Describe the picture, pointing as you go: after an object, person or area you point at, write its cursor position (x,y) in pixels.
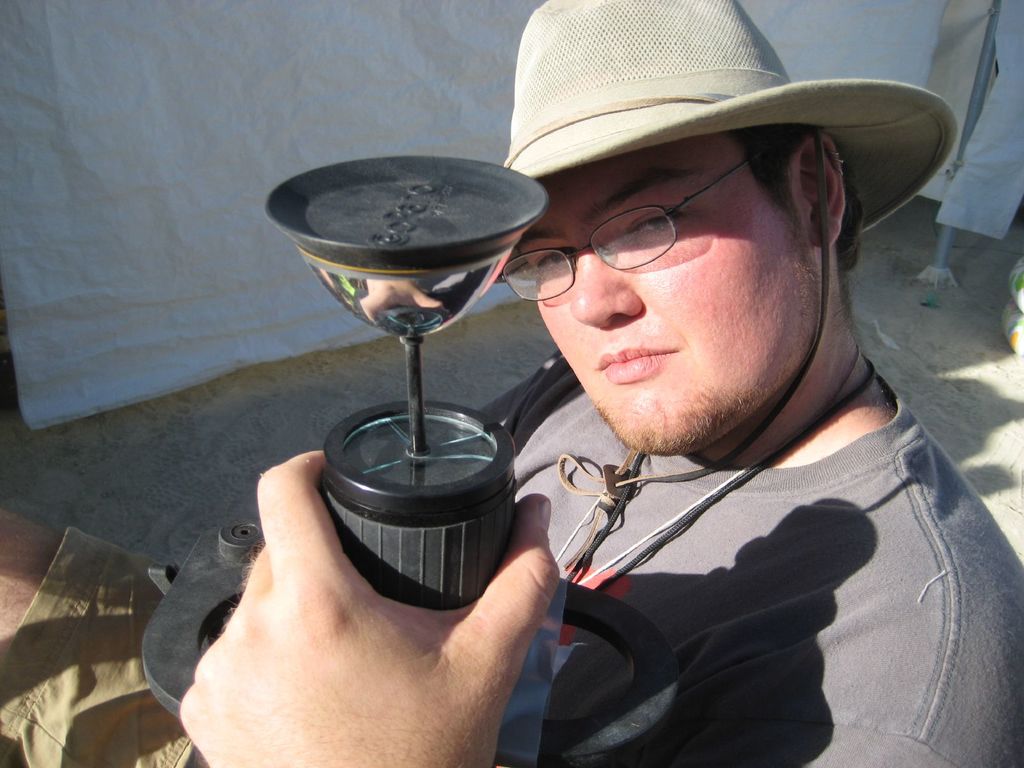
In this image we can see a person (833,650) wearing gray color T-shirt (806,653), brown color short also wearing brown color hat (661,71) sitting holding some object (457,454) in his hands (340,747) which is of black color and in the background of the image (126,187) there is white color sheet (10,239).
